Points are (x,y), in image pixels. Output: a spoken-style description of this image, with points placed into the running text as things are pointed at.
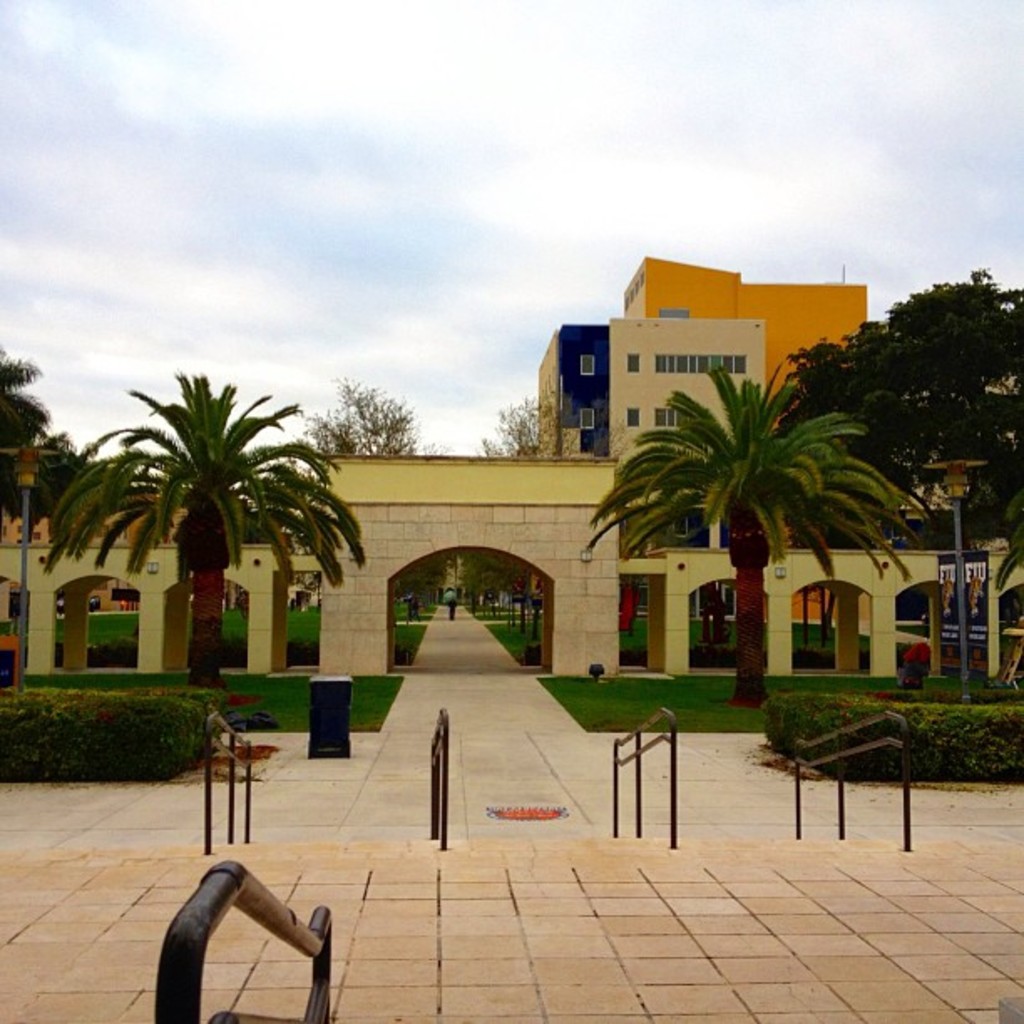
In this picture I can observe black color railings (231,759) in the bottom of the picture (177,947). I can observe buildings (599,368) on the right side (706,362). There are some trees (90,515) and plants (142,713) in the middle of the picture (676,505). In the background (391,238) I can observe sky (407,146).
